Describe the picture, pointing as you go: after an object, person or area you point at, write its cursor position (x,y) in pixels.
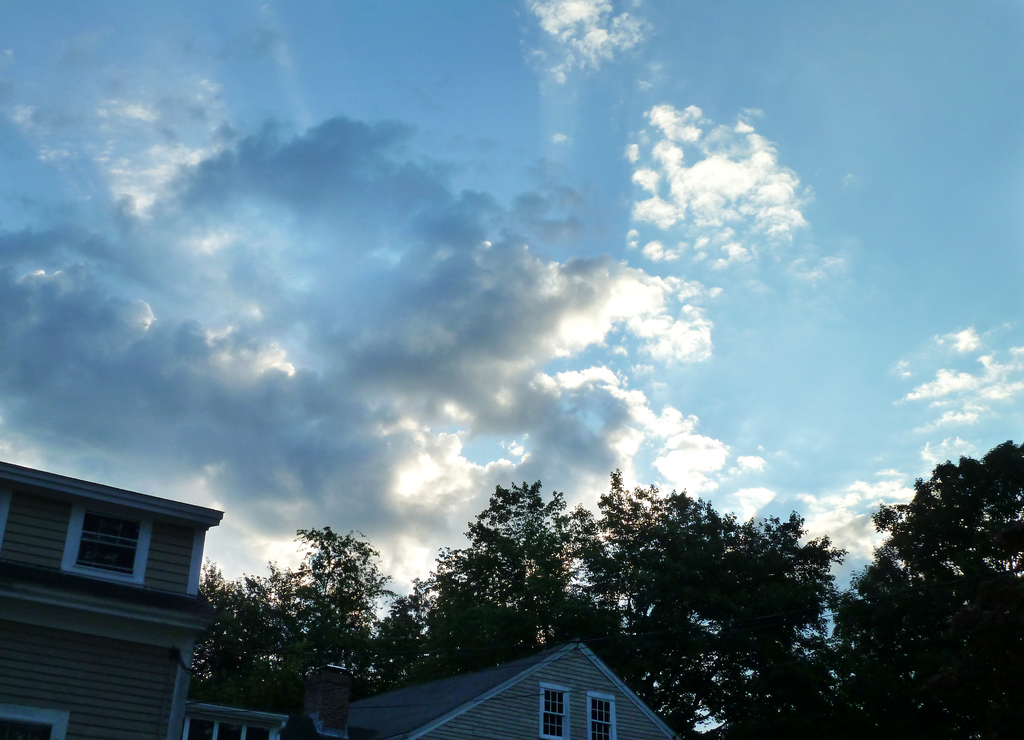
In this image, we can see buildings (340,733) and trees (626,646) and at the top (219,164), there are clouds (533,279) in the sky (533,279).
